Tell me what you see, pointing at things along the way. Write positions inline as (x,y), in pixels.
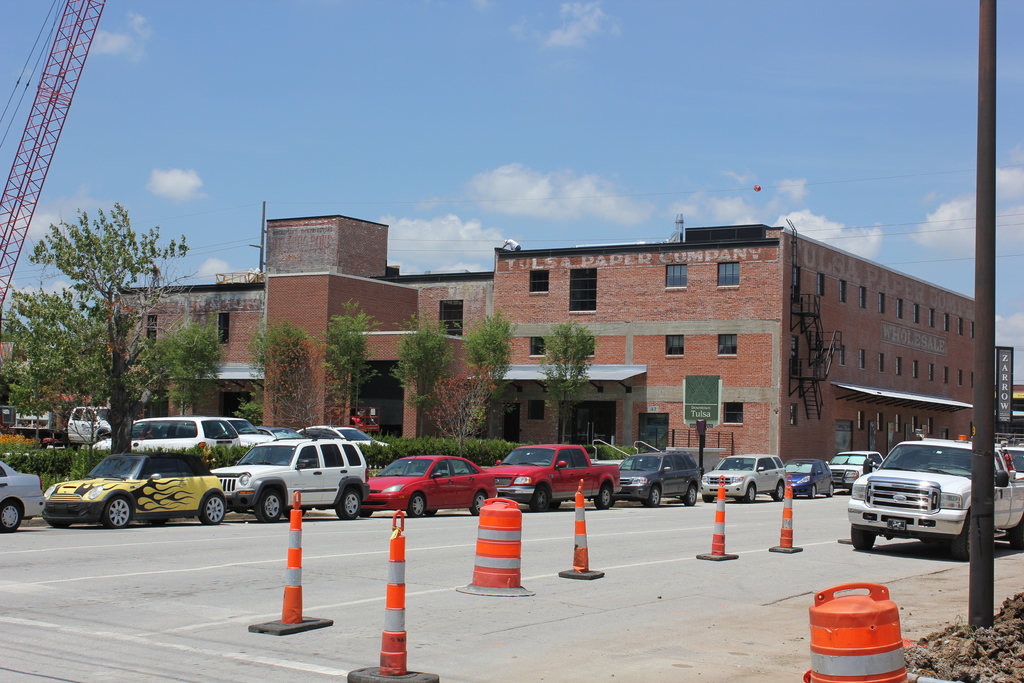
In this picture I can see vehicles (614,486) on the road (590,523), there are cone bar barricade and construction barrels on the road (549,614), there are trees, there is a building (646,374), there are boards (1003,398), and in the background (731,135) there is sky (689,54).
